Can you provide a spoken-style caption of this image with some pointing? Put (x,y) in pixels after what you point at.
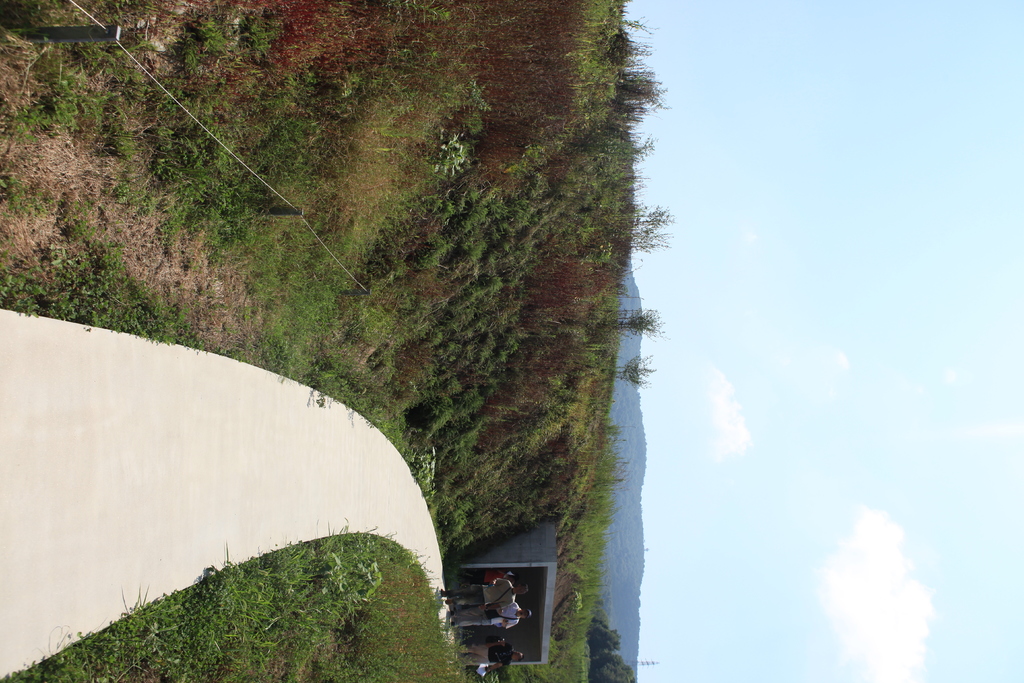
On the left side (103,428), we see the road (154,436). At the bottom (431,607), we see the grass (506,670). In the middle of the picture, we see men (478,596) are standing on the road (174,436). Behind them, we see a wall (536,543). There are trees (515,344) and hills (605,552) in the middle of the picture (556,344). On the right side (871,294), we see the sky (808,562) and the clouds (842,601).
